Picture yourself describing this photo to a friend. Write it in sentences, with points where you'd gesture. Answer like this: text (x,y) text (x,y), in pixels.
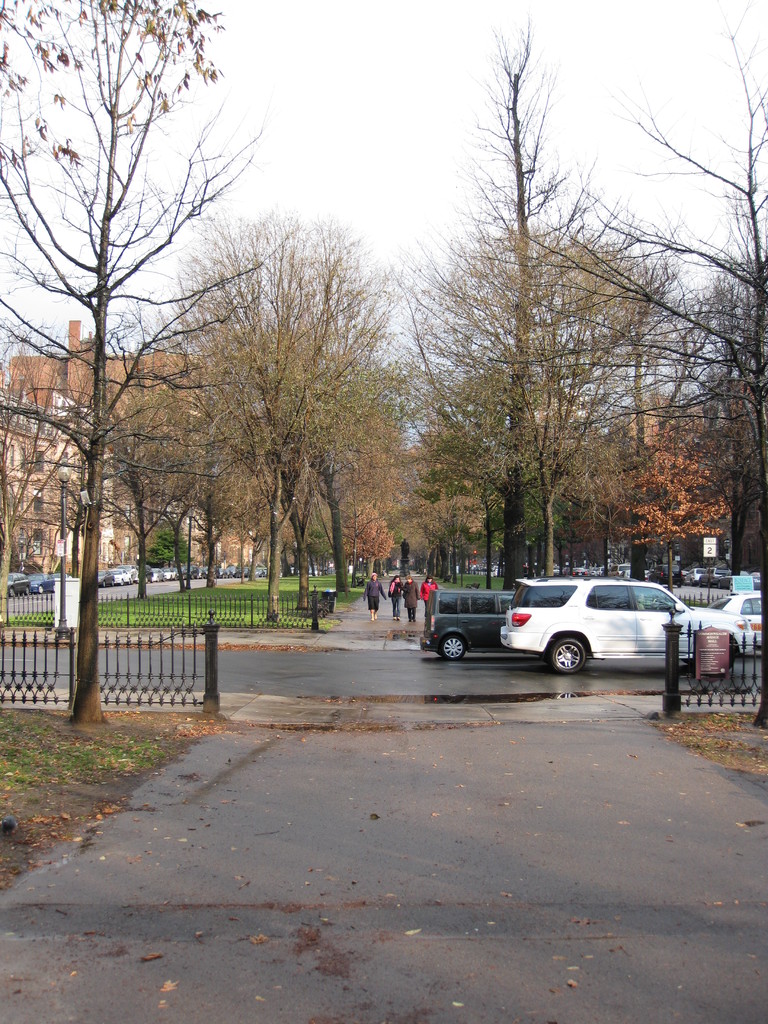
In this image at the bottom (520,829) we can see path (161,863), grass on the ground (218,730), trees (110,199) and fences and there is a board (708,673) on the fence (675,664) on the right side (721,671). In the background (332,438) there are vehicles (621,624) on the road (134,652), trees (444,570), grass (148,608), few persons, boards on the poles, buildings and sky (266,21).
